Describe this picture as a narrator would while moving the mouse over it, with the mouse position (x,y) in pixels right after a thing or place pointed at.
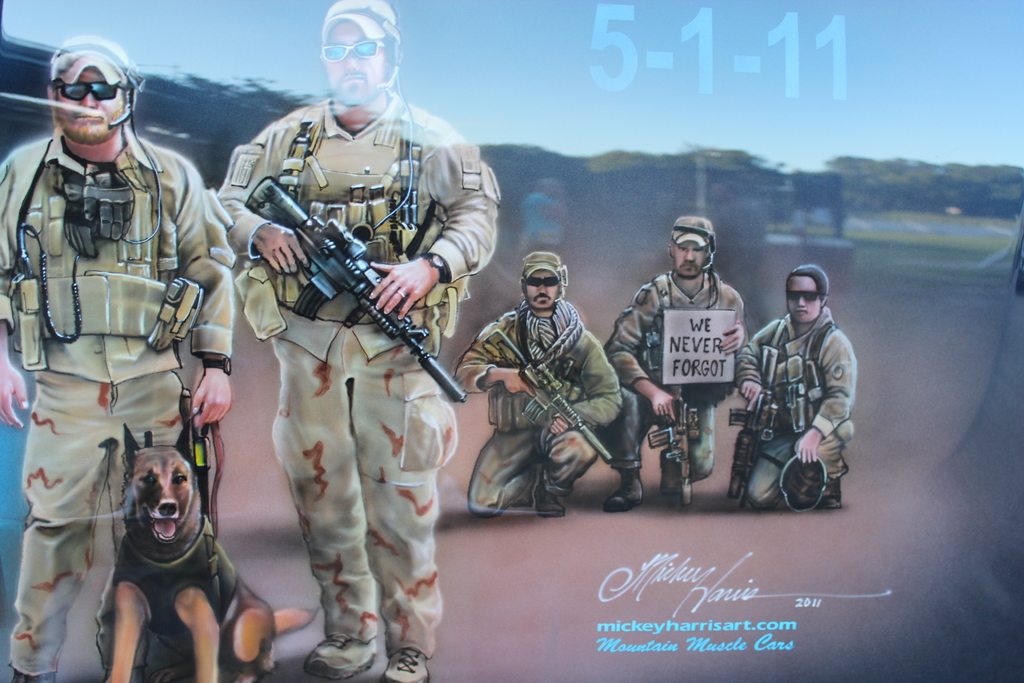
This is an graphic image, there are few people (500,509) visible, on which there are few people (394,349) holding guns (554,385), there is a dog (186,477), at the bottom (675,569) there is the text (662,577), at the top (191,52) there is the sky (821,69), trees (533,176), numbers (615,84) visible.
